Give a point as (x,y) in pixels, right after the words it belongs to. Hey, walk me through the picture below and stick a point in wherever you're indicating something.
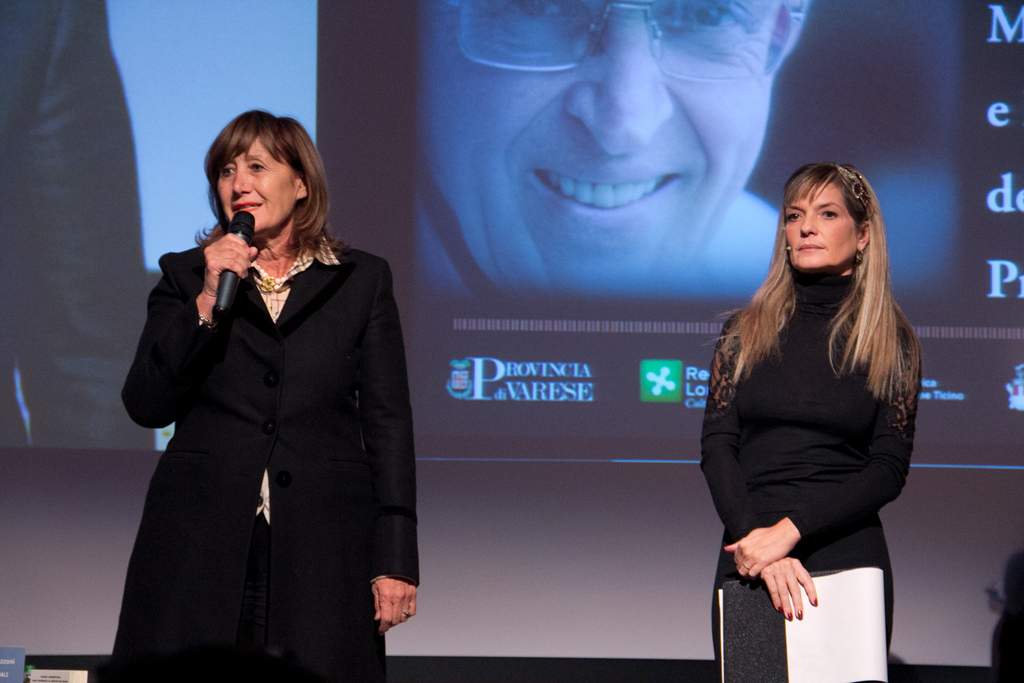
In this picture we can see two women (334,303), the left side person (290,295) is holding a microphone (244,226), and the right side person (731,496) is holding a book (828,595), in the background (572,489) we can see a screen (598,317).
